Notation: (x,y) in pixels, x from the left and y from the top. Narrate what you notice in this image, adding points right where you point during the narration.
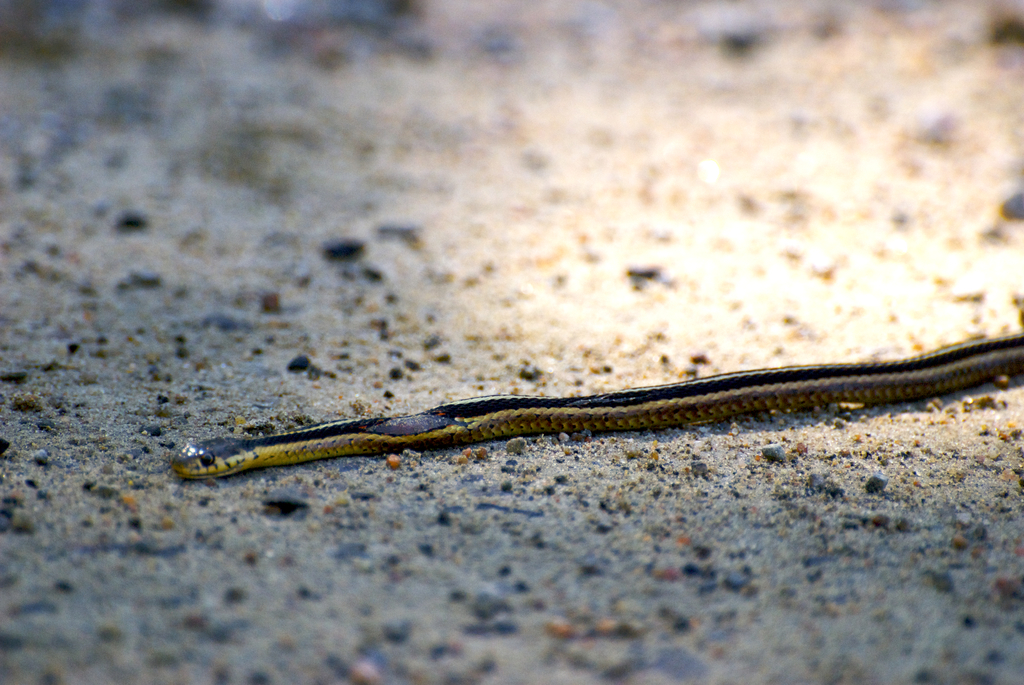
This picture shows a snake (247,440) on the ground (935,451). It is black and light yellow in color.
